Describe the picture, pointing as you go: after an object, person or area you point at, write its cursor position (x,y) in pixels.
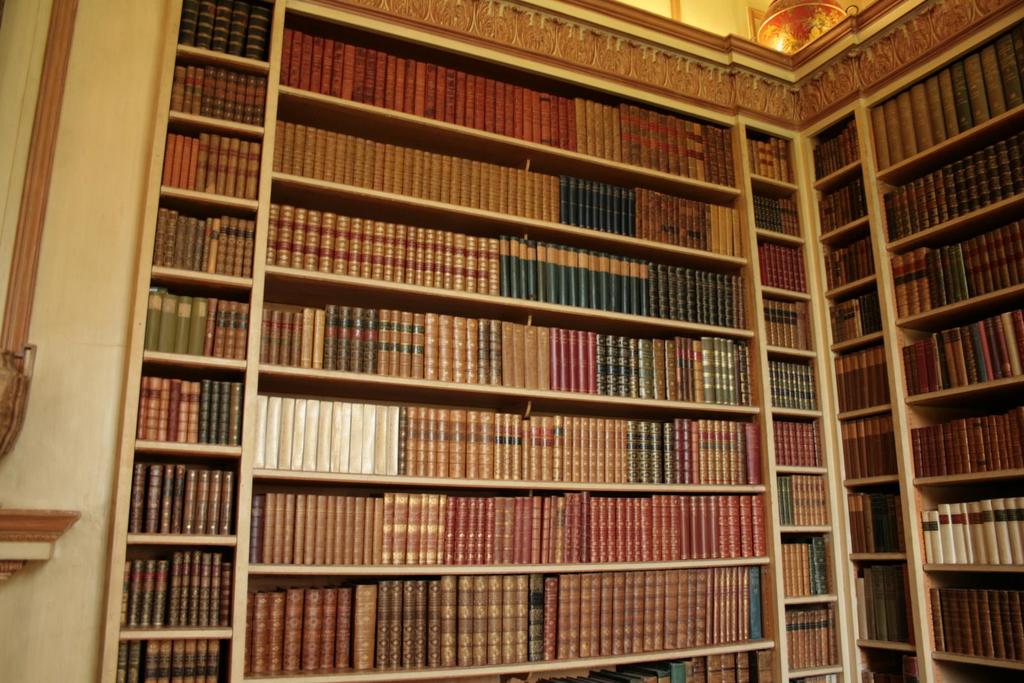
This picture is an inside view of a room (419,269). In this picture we can see the racks (423,400). In the racks (910,523) we can see the books (898,267). On the left side of the image (80,255) we can see the wall (119,291). At the top of the image (827,18) we can see the roof (736,6) and light (788,17).
